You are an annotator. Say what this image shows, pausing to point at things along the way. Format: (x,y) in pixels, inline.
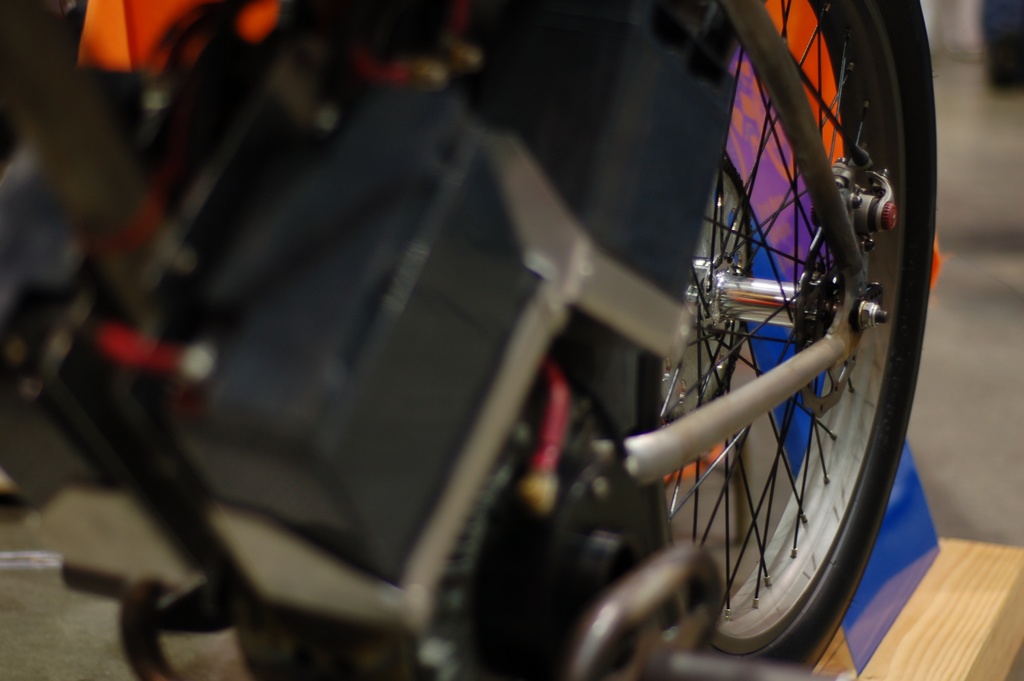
In this image, we can see the wheel (724,545) of a vehicle (469,424). We can see some wood (934,576). We can see a colored object (861,638) and the ground (971,325).
